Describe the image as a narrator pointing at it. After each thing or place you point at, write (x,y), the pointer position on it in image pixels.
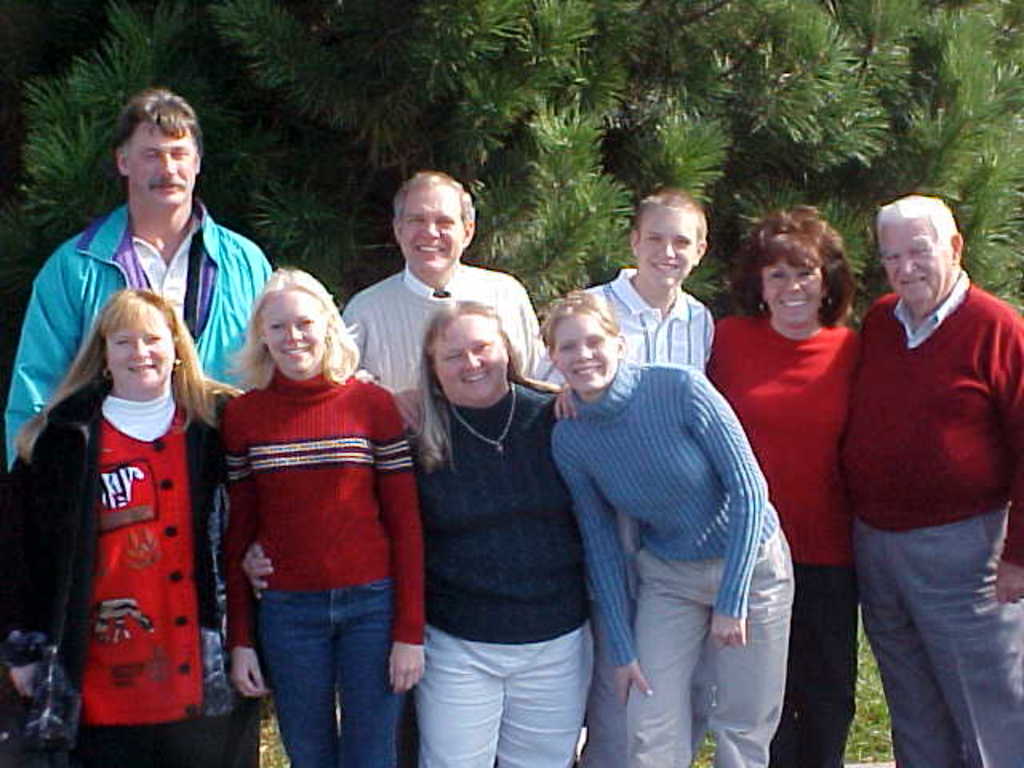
In this image I can see 4 girls (671,602) are standing and smiling, behind them 5 persons (151,124) are also standing and also smiling. behind them there are trees (204,112).
